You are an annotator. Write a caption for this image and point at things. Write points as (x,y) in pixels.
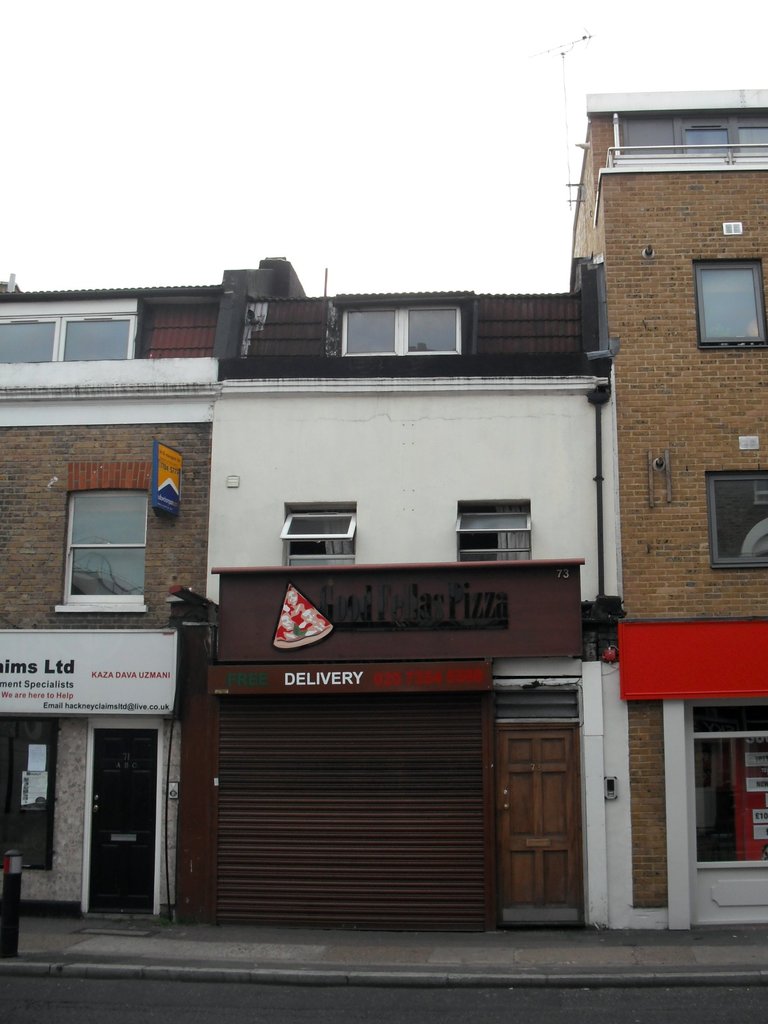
Here we can see buildings (490,838), glass windows (130,598) and doors (548,802). On these buildings (419,752) there are hoardings (353,659).
